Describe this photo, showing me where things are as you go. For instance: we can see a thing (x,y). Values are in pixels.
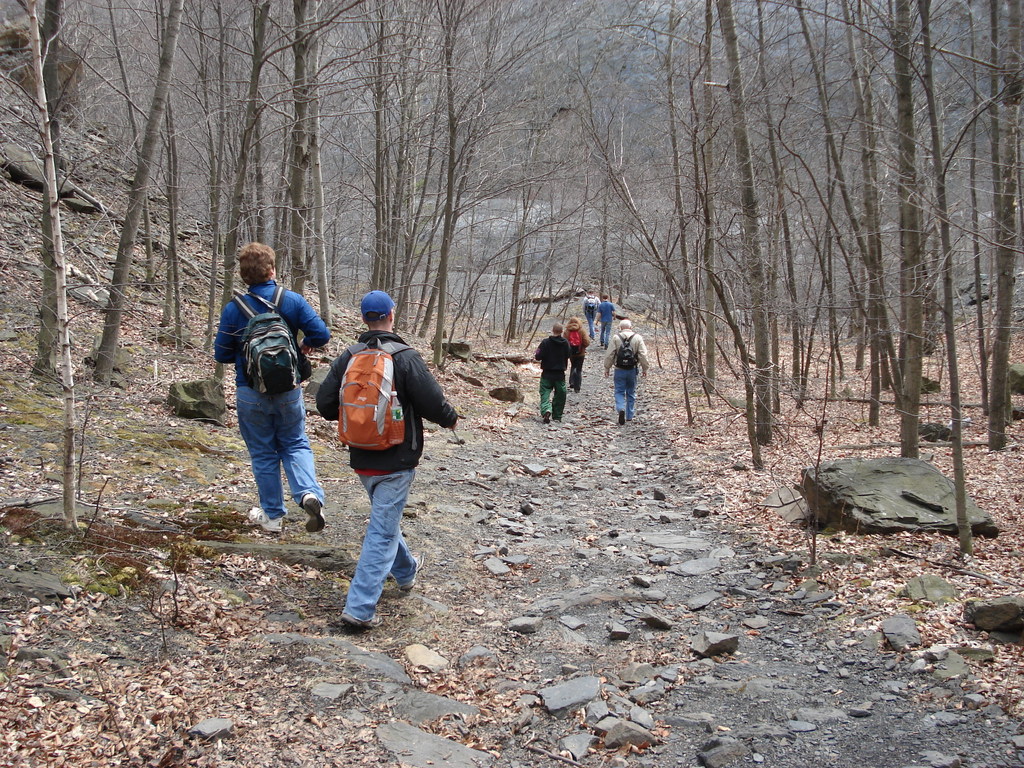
In this picture we can see few people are walking on the ground (489,549). There are stones (643,732) and dried leaves (83,710). In the background (206,215) there are trees (734,210).
